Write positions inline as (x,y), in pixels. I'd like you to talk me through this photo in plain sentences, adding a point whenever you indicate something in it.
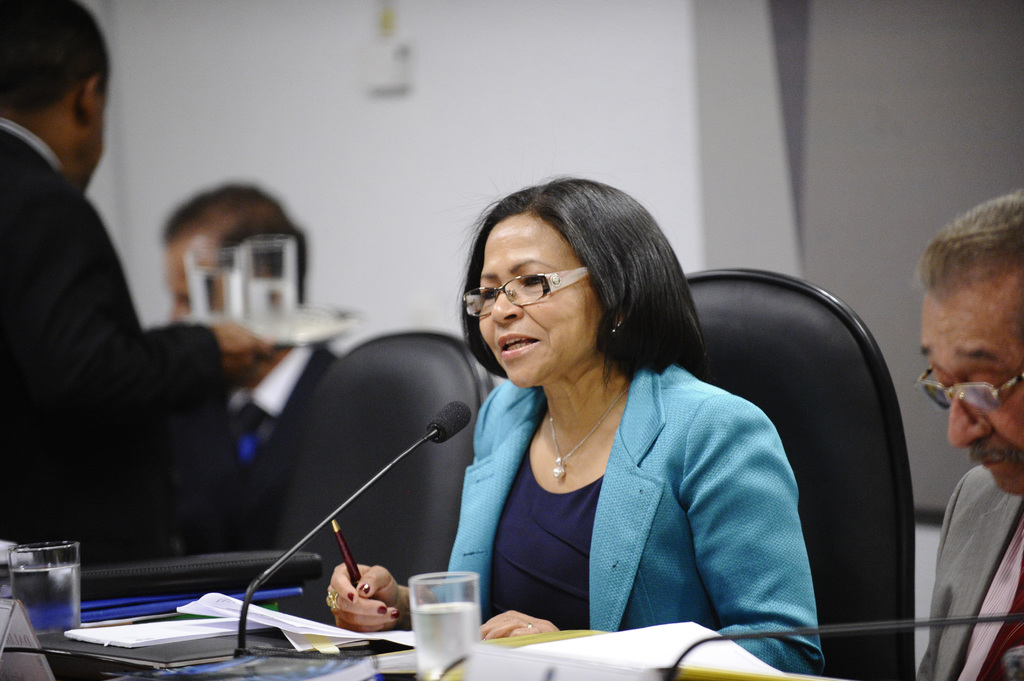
In this image there are people (614,507) sitting. On the left (154,478) we can see a man (168,467) standing and holding a tray (258,328) containing glasses (287,310). At the bottom (463,660) there is a table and we can see glasses (436,615), papers (708,668) and mics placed on the table (264,648). In the background (479,153) there is a wall (539,165).
